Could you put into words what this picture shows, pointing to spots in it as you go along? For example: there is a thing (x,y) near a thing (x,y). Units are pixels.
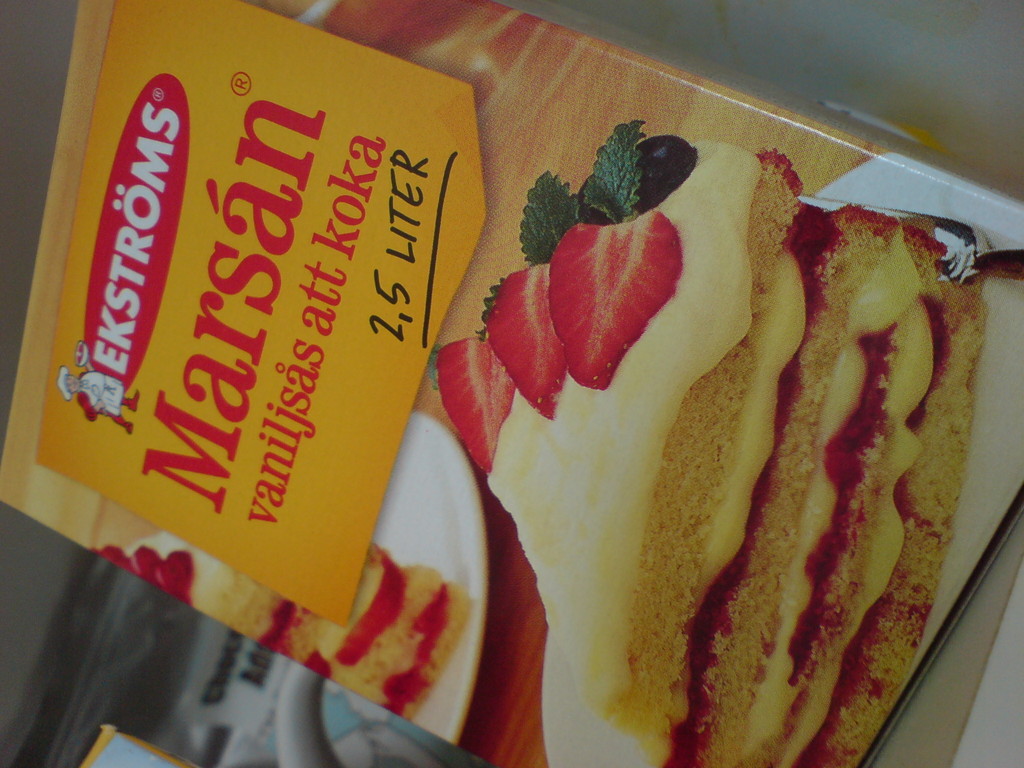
In this image there is a box (867,558) having a picture of few breads (666,577) stuffed with cream (574,495) and topped with strawberry slices (574,338) on it which is on the plate (584,740). Top of box (289,248) there is some text (332,316).
